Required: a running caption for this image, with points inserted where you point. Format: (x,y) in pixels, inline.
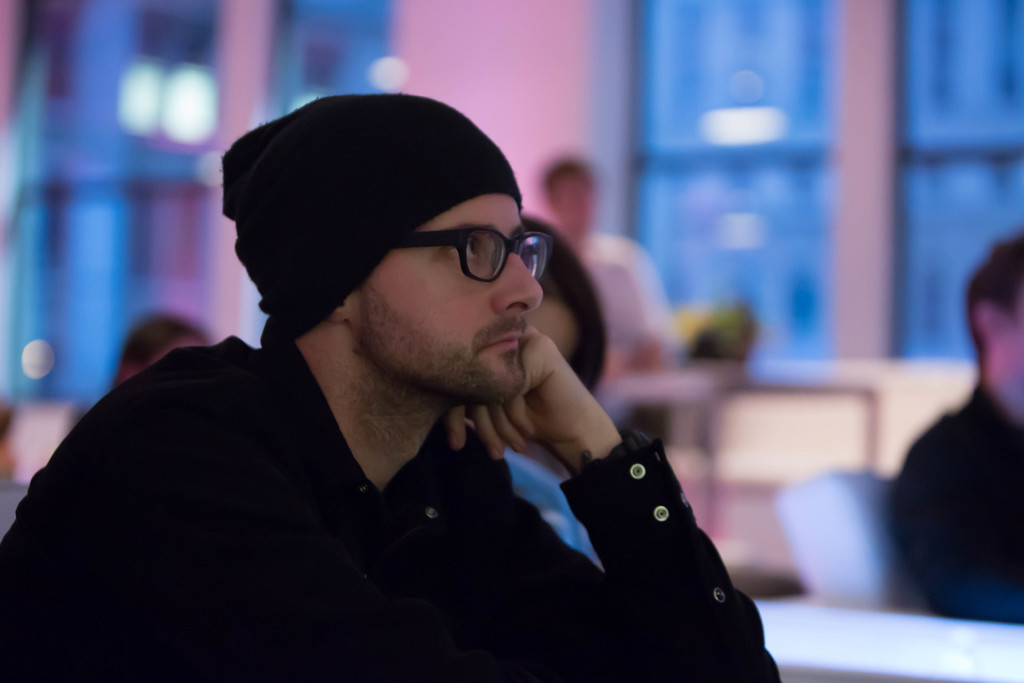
In this image I can see there is a person (261,414) wearing a black color shirt (231,461) and wearing a black color cap (363,199) on his head (445,278) and wearing a spectacles (466,268) and background (552,177) there is window (65,83) and there are some persons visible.
